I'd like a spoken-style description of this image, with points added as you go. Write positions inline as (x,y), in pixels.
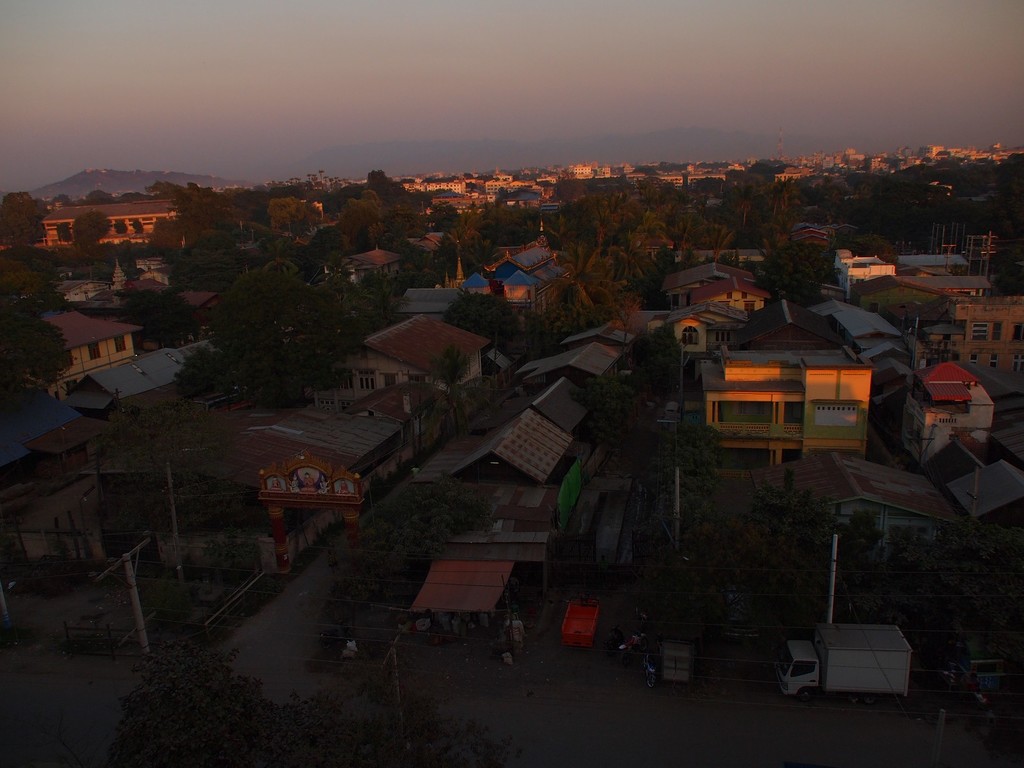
This image is taken in a top angle, in this image there are houses (797,178), trees (912,214), mountains (121,188), roads (306,648) and sky (537,114).
